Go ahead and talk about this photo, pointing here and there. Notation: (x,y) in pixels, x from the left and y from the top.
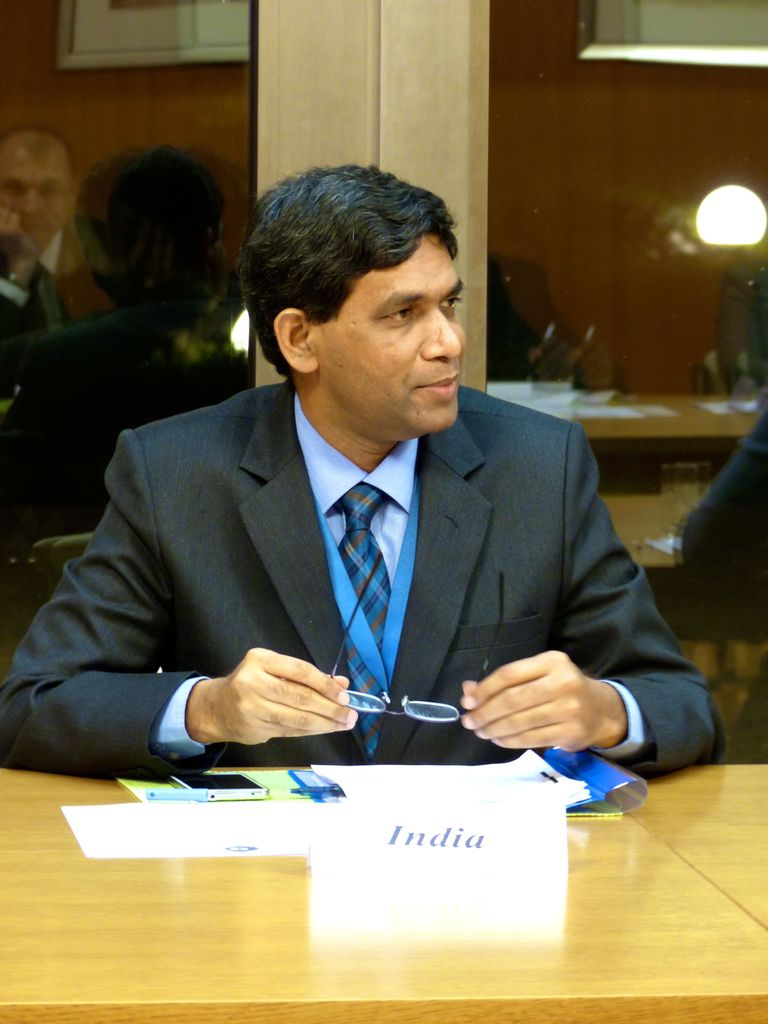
In this image we can see a man (361,583) is seated on the chair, in front of him we can find a name board (383,809), mobile (182,775), and some papers (546,789) on the table (717,877). In the background (711,237) there is a light (733,215).
